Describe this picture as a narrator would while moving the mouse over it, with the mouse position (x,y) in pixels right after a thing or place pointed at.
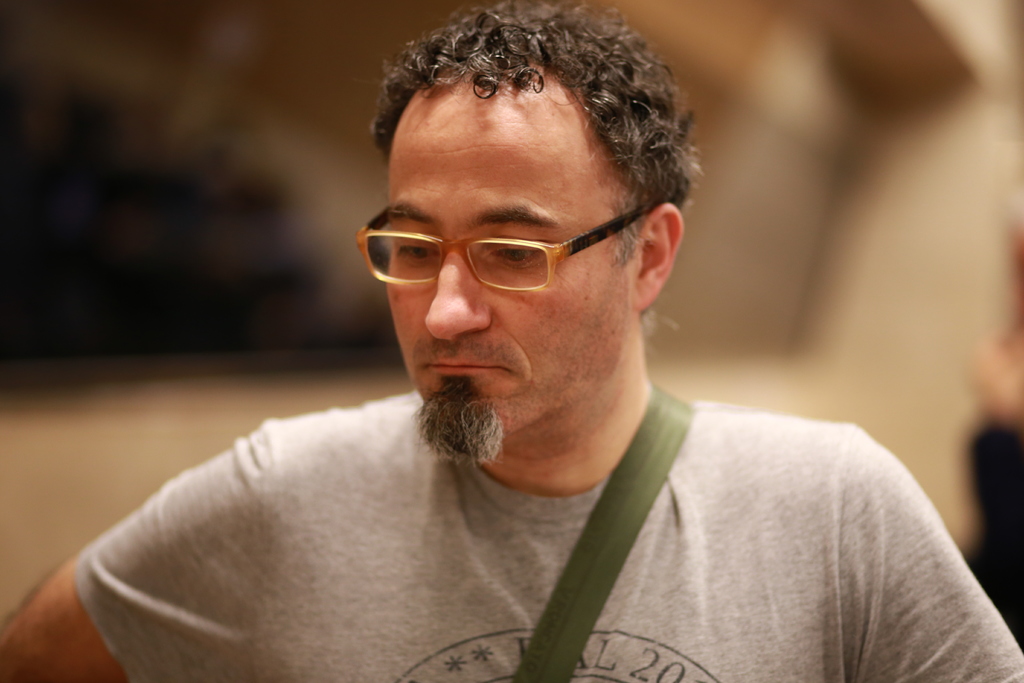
In this image I can see a man (599,456) wearing spectacles (538,250). The background (285,239) is blurred.
